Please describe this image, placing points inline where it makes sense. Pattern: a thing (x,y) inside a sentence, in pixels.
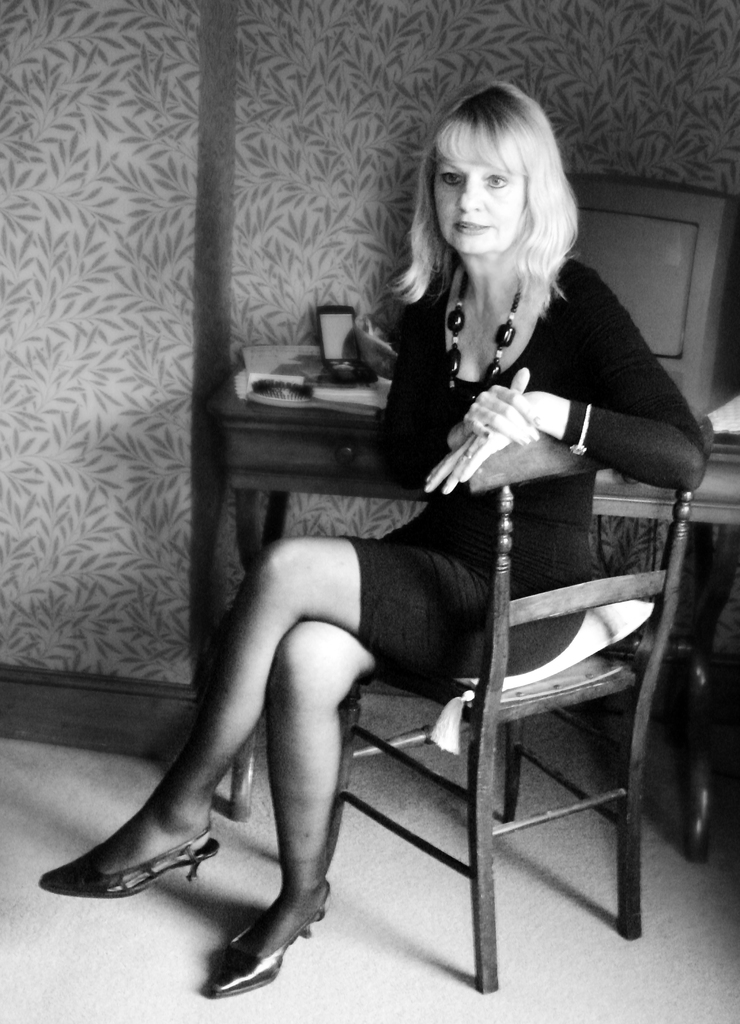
In this image I can see a person (468,565) sitting on the chair (498,666). At the back (289,434) there is a table (280,423). On the table (273,423) there are some objects (383,347) and the system (696,254). In the back (168,164) there's a wall (116,299).
